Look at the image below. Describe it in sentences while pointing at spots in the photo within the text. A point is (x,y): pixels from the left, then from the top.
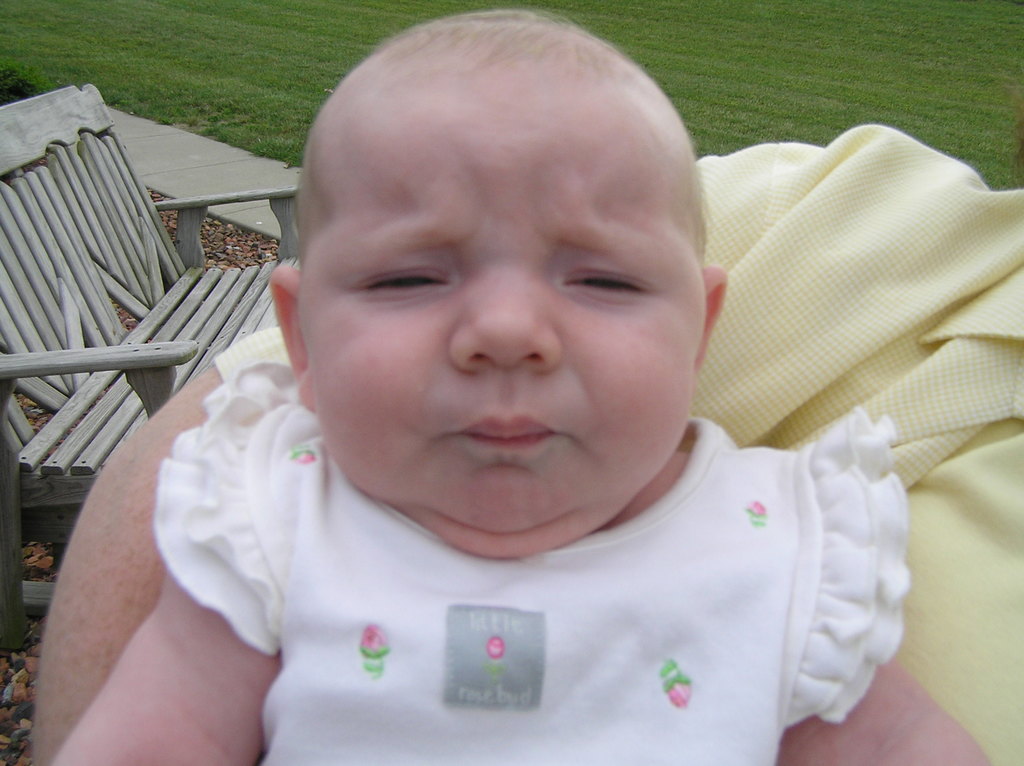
In this picture. I can see a baby (563,547) and a wooden sofa (197,271) on the left side (189,241) and grass (805,26) on the ground (832,49) and i can see a yellow color cloth (868,357) and there might be a woman (847,411).
